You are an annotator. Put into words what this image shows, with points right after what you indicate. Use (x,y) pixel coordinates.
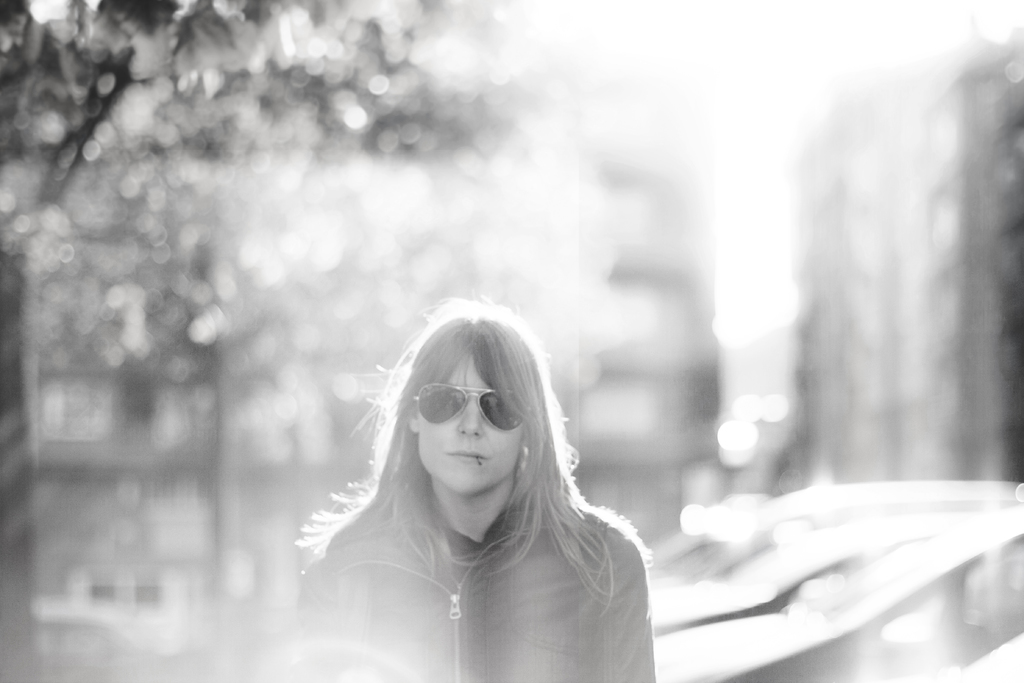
In this image in the foreground (388,538) there is one woman (508,558) who is wearing goggles (491,407), and in the background (547,176) there are some buildings (622,231) and trees (232,231) and cars (851,585).
